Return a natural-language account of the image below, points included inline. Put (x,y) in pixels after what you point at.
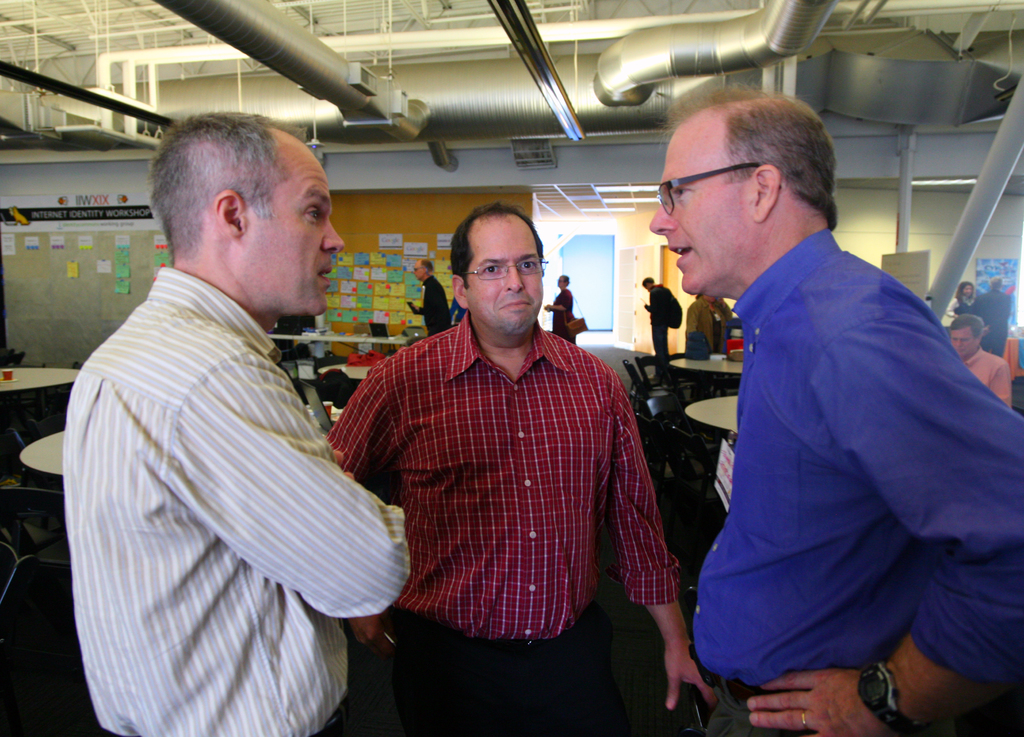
There are three men (611,405) standing and talking to each other. These are the tables (707,412) and chairs (682,440). I can see papers (103,272) attached to the wall (427,228). There are few people (661,317) walking. I can see a laptop (319,399), which is placed on the table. These are the pipes (508,66), which are on the roof (446,2). This looks like a pole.
